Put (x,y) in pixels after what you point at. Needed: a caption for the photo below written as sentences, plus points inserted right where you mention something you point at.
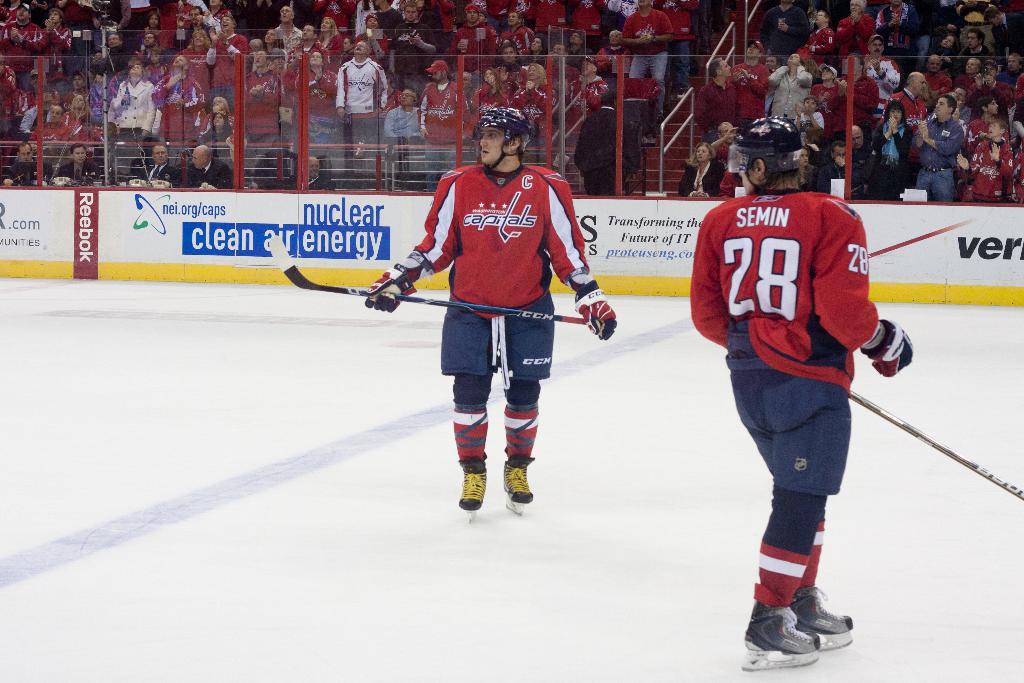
In the image there are two men (515,326) in red dress (794,346) standing on ice floor (321,426) holding hockey sticks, in the back (210,70) there are many people (191,71) sitting on chairs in back of the fence (890,231).
